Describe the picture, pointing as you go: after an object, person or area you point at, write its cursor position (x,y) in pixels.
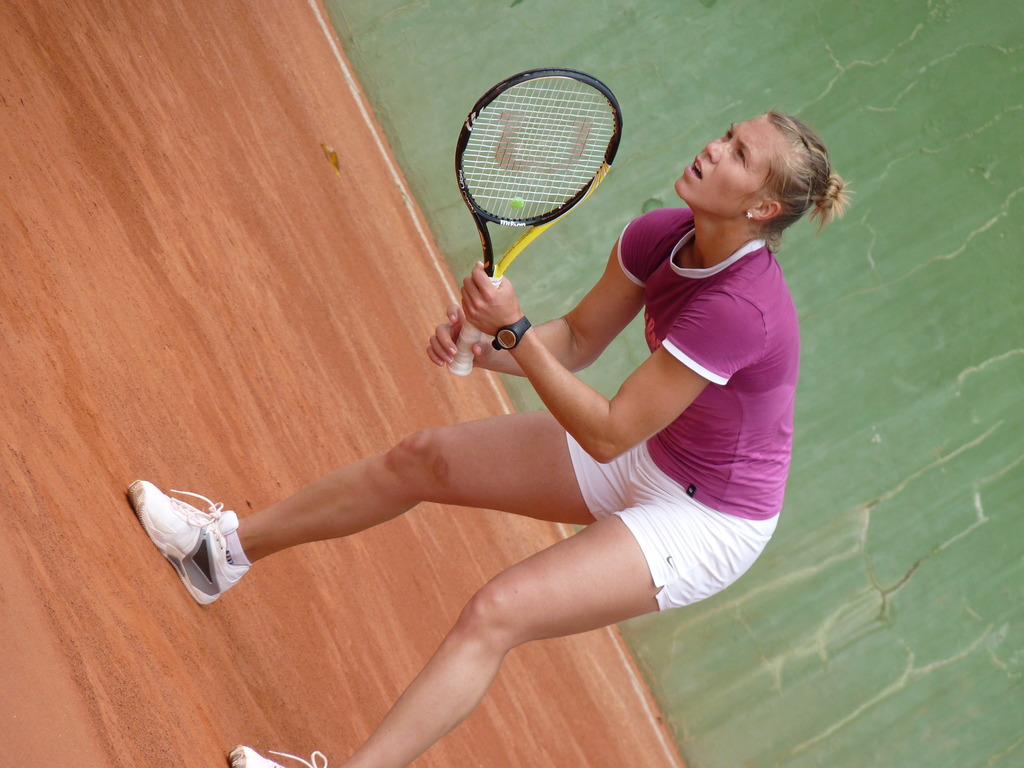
In the middle of the image (346,495) a woman (743,152) is standing and holding a tennis racket (493,170). Behind her there is a wall (1008,163).
